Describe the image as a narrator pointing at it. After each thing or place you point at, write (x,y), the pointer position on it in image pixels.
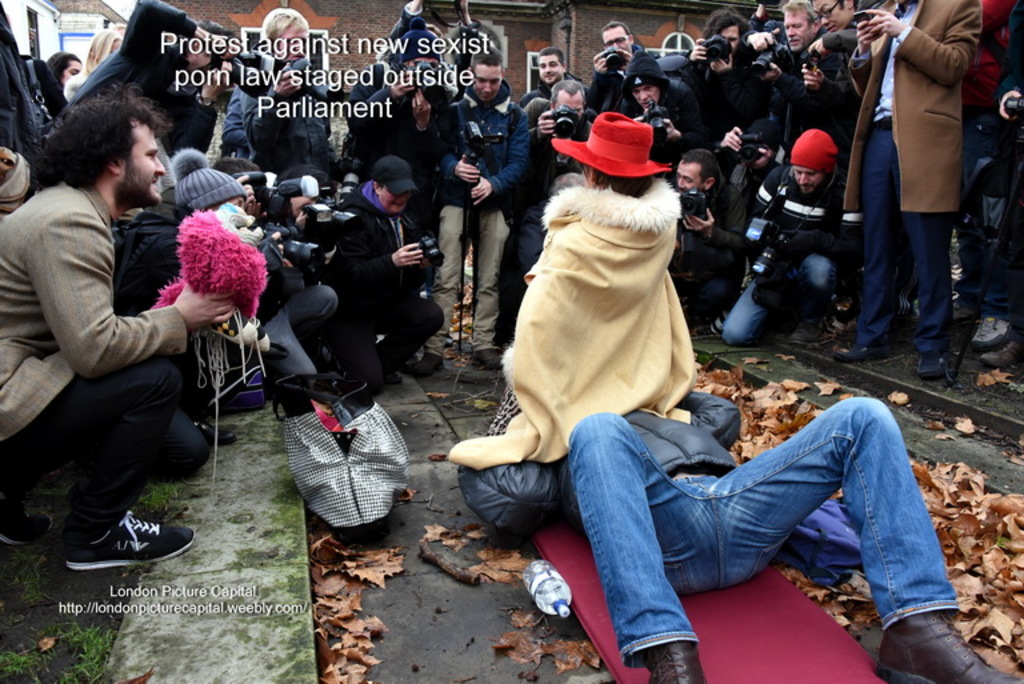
In this picture we can see a group of people (547,135) are standing and some of them are sitting and some of them are holding cameras (258,195). In the center of the image (653,428) we can see a man (597,499) is lying on the floor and also we can see a person (636,325) is sitting on a man (667,447) and wearing costume (616,229), hat (623,170). In the background of the image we can see the floor (424,505), bag (386,486), dry leaves (458,548), bottle (531,580), mat (754,637), grass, text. At the top of the image (20,18) we can see the buildings (334,32), windows (266,35), wall (346,27). On the left side of the image (112,402) we can see a man (113,416) is sitting on his knees (150,423) and holding an object (230,256) and also we can see the text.
